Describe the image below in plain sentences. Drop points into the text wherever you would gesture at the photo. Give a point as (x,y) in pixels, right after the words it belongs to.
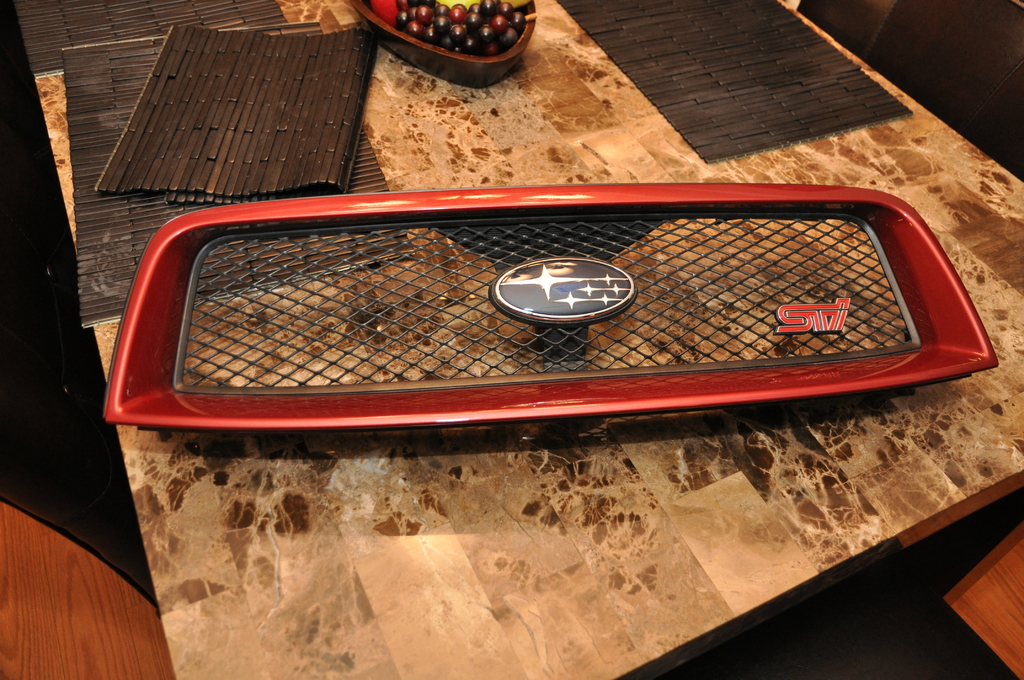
In this picture we can see an object (407,331) on the table (454,480) and on the table (404,482) there are table mats (686,73) and a bowl (482,58) with fruits (450,14).
